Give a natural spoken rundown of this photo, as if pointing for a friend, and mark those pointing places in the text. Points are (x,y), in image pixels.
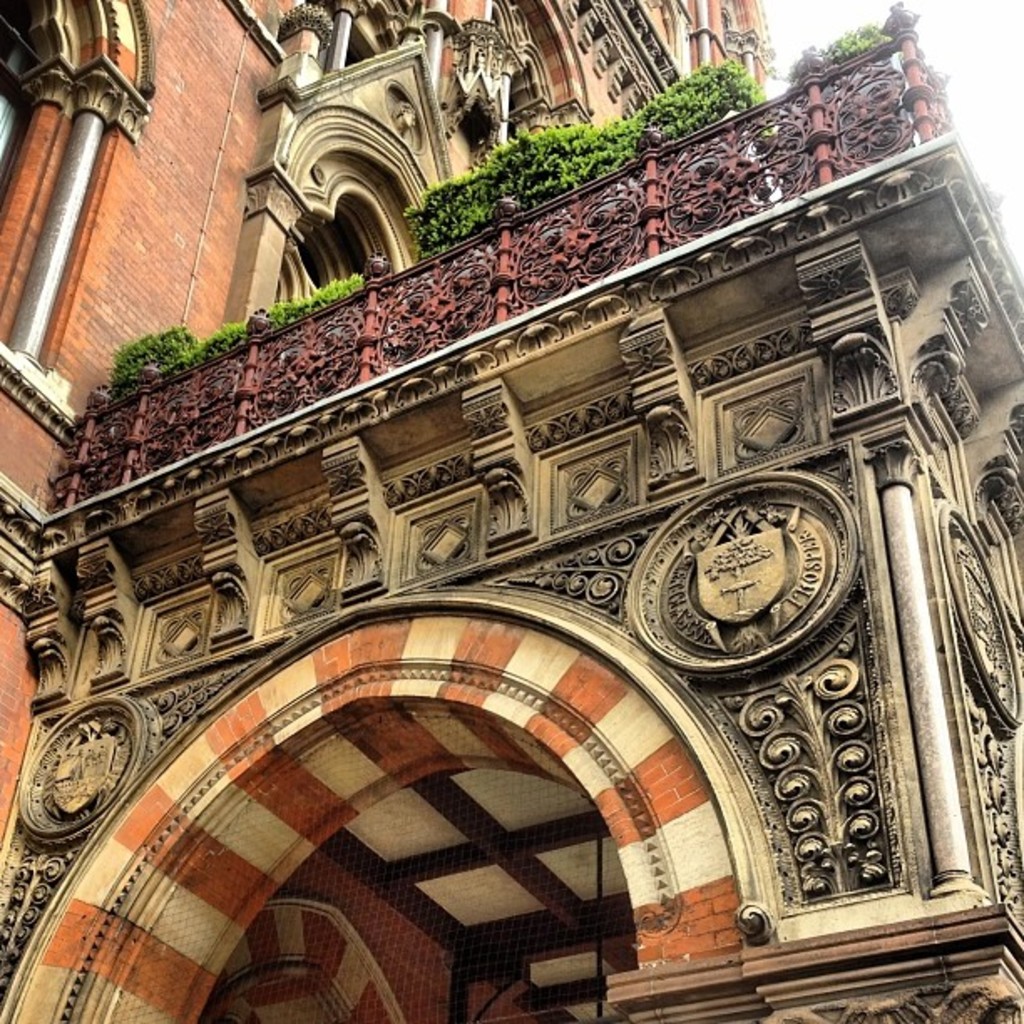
In this picture there is a building (515,239) and there are few plants (546,183) on it and there are few designs (730,438) on the walls (708,421) of a building (589,578).
